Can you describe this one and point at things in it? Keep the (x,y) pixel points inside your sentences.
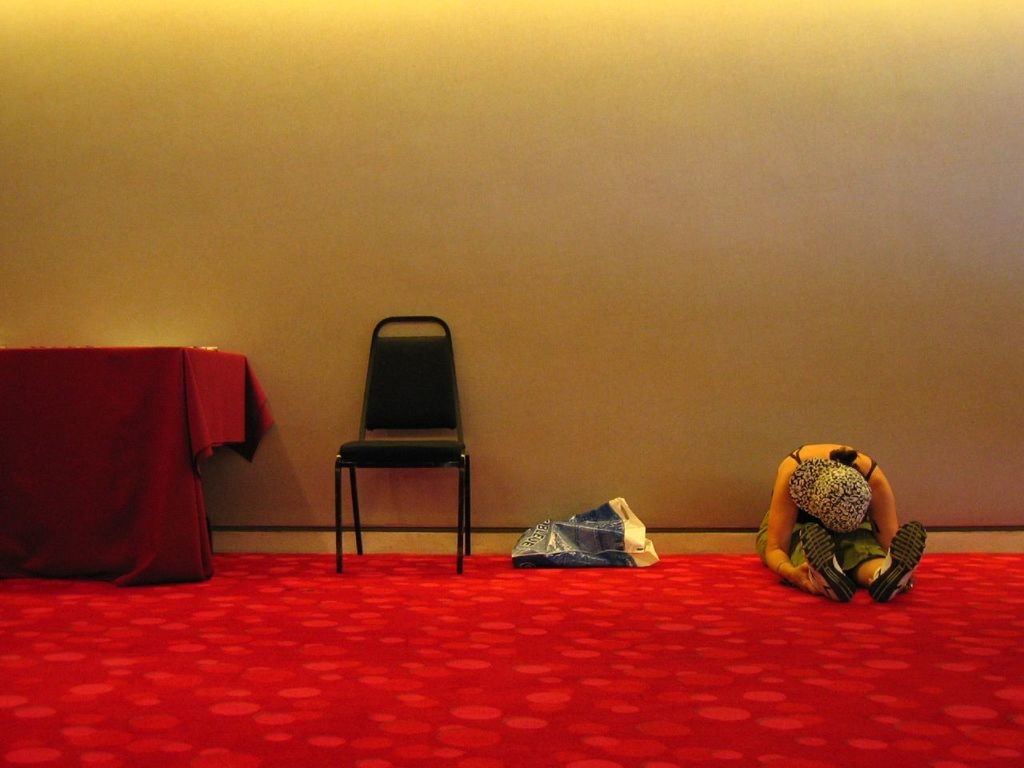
In this image we can see a woman (819,540) is sitting on the red color carpet (678,666), at beside here is the chair (398,398), here is the table (108,400) and cloth (182,354) on it, here is the wall (552,245).
